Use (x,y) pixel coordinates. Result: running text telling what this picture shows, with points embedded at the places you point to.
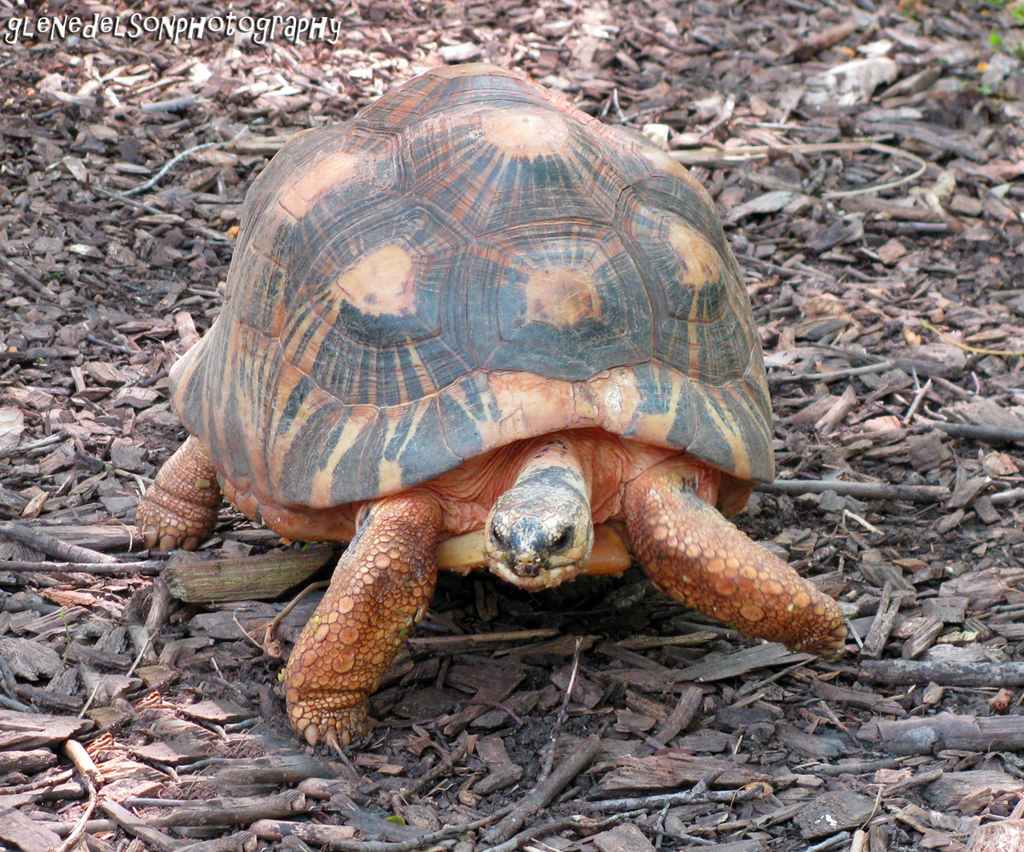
In this image I can see the tortoise (350,362) which is in black and brown color. It is on the wooden sticks (531,713) which are brown and black color.
